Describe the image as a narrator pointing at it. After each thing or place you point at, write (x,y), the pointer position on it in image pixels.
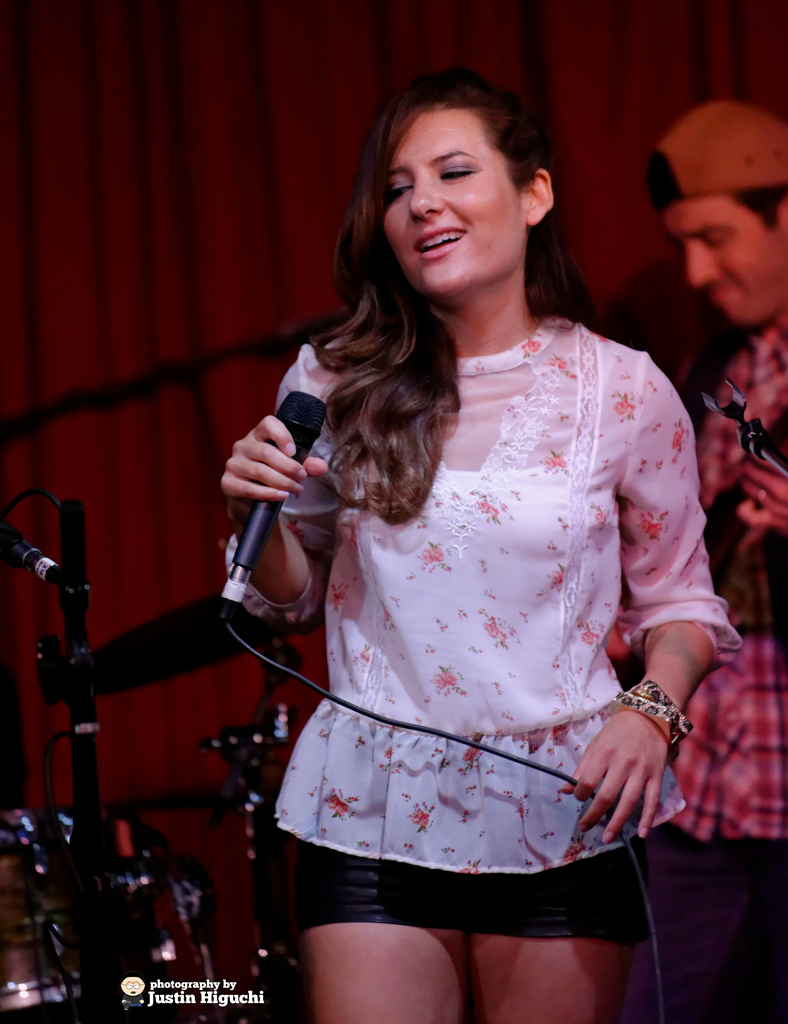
This picture shows a woman (362,422) standing and holding a microphone (319,426) in her hand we see a smile (441,256) on her face (398,225) and we see a man (702,350) standing back of her.
